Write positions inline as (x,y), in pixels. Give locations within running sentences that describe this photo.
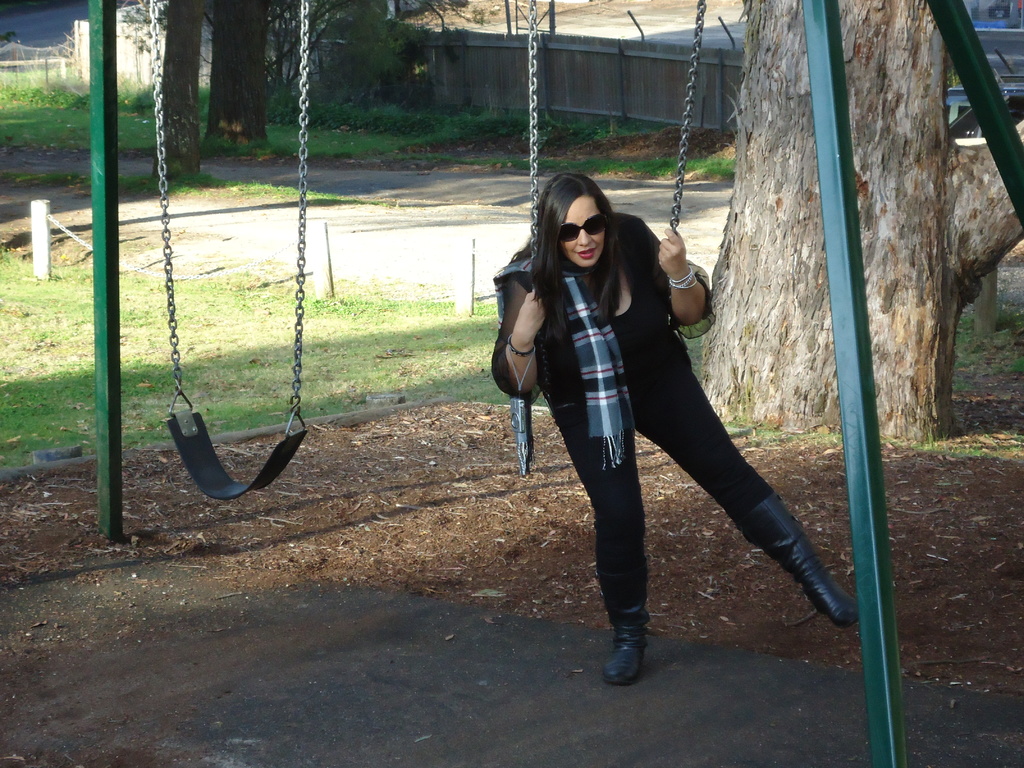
In the foreground of this image (556,330), there is woman (628,577) standing and holding the chain (679,201) of a swing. We can also see another swing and the green color poles (98,214) on the ground (736,650). Behind it, there is a tree (769,295), grass (382,327) and the railing (323,271). In the background (240,28), there is road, trees (291,36) and the wooden fencing (488,65).
